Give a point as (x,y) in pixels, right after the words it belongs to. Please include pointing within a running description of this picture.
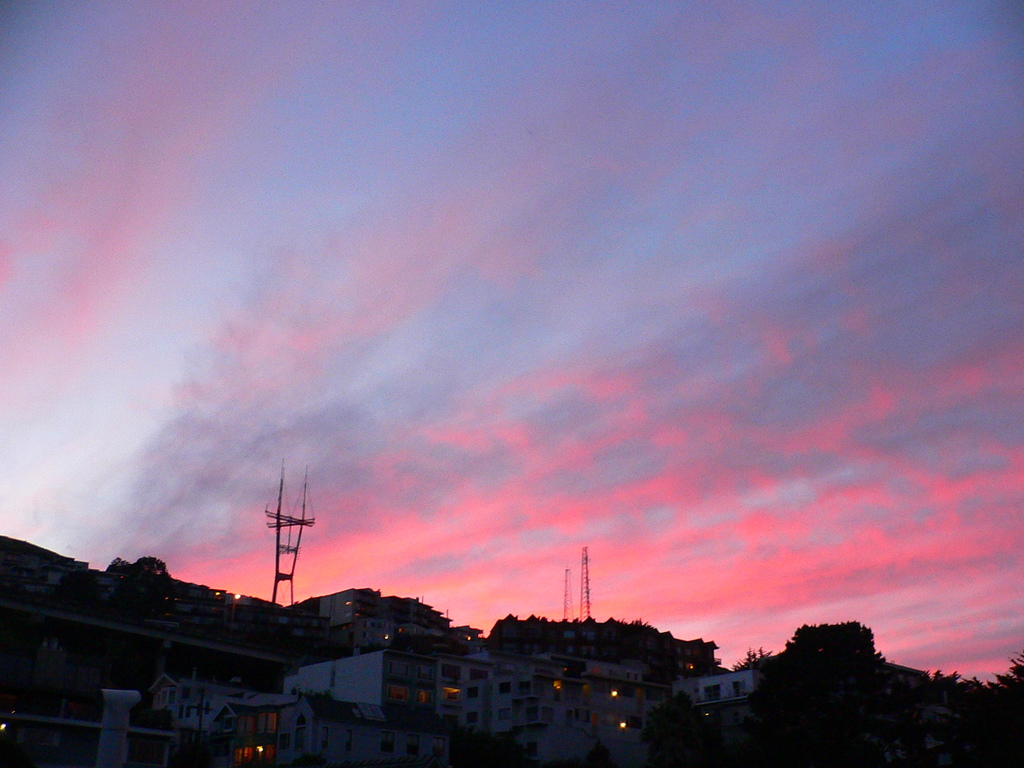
At the bottom of the image (497,738), we can see buildings (434,687), trees (785,695) and towers (279,530). At the top of the image (598,201), we can see the sky (629,458) with clouds (618,481).
